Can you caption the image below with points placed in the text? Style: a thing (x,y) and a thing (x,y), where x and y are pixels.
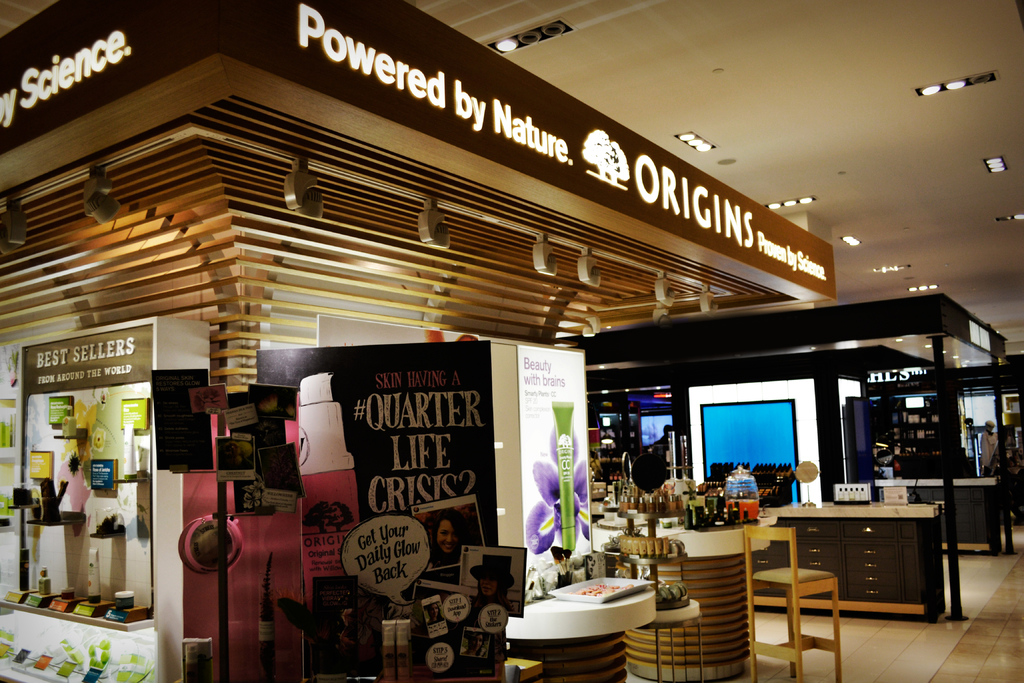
This image is clicked inside a mall (392,78), on the top (1002,218) there are ceiling lights (969,77), on the left side (180,244) it seems to be a store (716,468) with table (714,569) and chairs (795,588) in front of it with many things (690,511) on it, on the left side (54,439) there are some products (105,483) on the shelf (83,573) with a banner (468,370) beside it.
